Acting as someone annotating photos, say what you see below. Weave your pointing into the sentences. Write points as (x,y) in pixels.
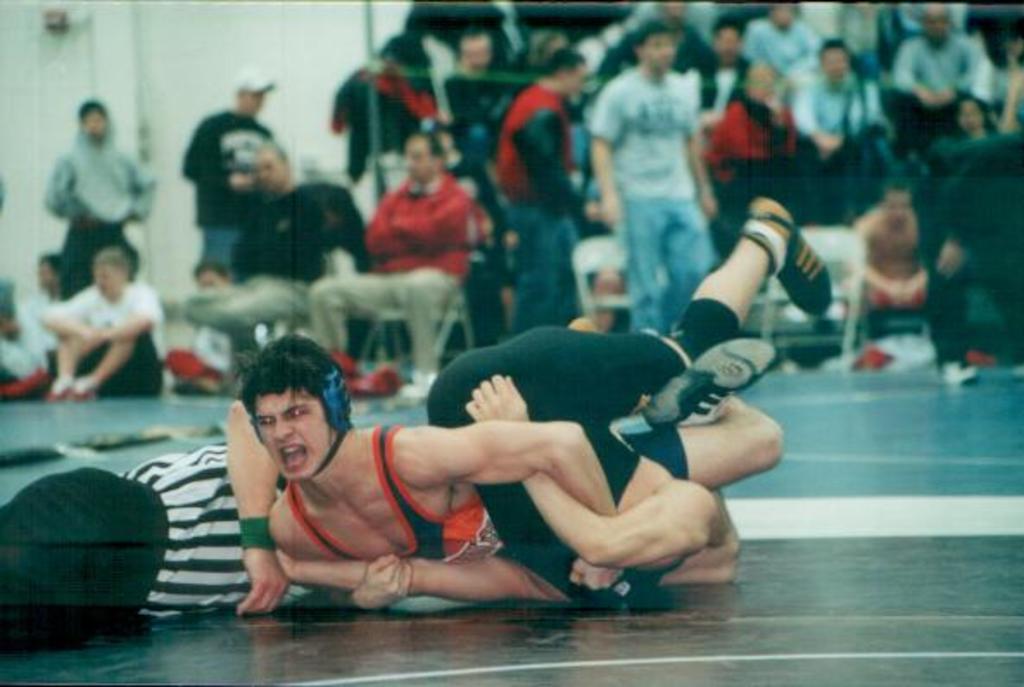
This picture might be a taken inside a stadium (678,660). In this image, in the middle (598,436), we can see three people (635,447) are lying on the floor (735,640). In the background (398,212), we can see few people (459,215) are sitting, few people (258,88) are standing, we can also see a wall (237,68) which is in white color.
